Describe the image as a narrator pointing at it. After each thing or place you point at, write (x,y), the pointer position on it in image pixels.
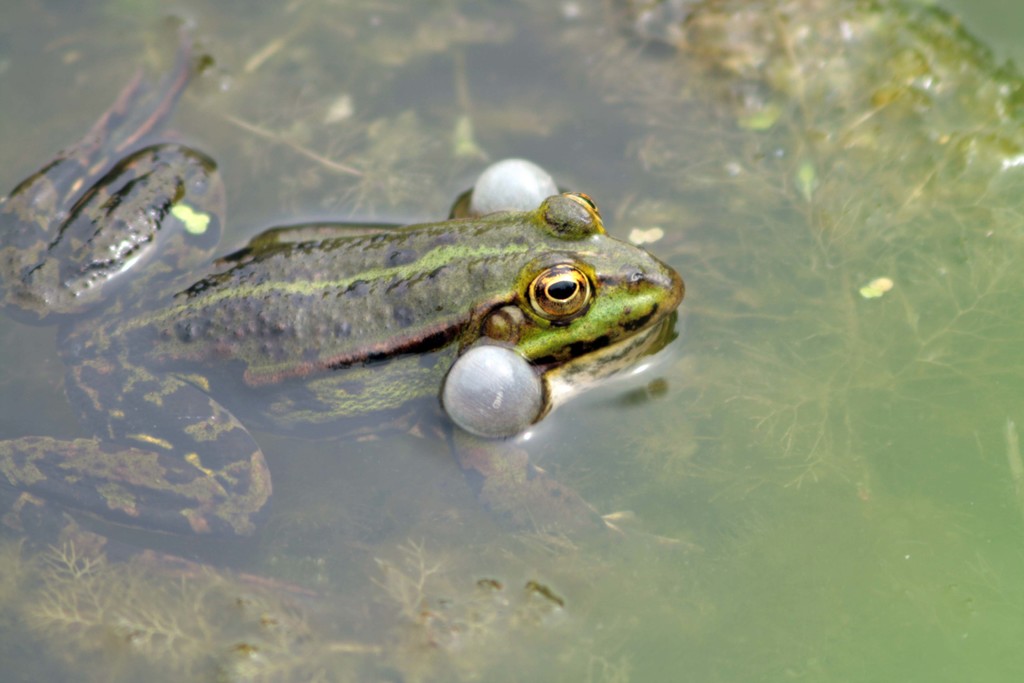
In this image I can see the water (825,569), few plants (826,419) inside the water (860,292) and a frog (365,316) which is green, black, white and brown in color in the water (876,569).
